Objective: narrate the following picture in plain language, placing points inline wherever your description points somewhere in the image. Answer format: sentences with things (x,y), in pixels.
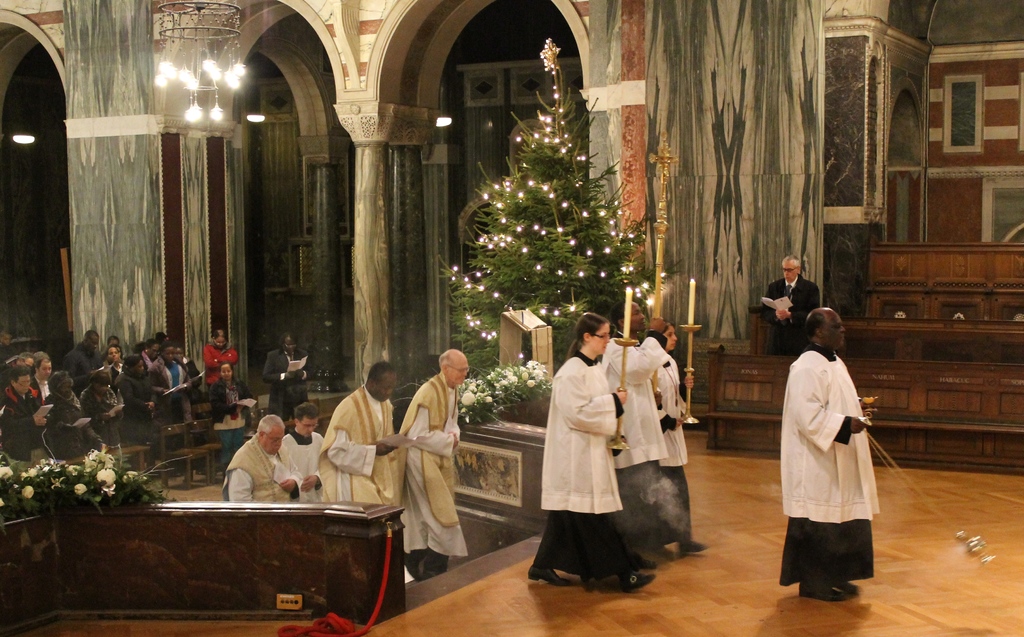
In the image we can see there are many people (153,385) standing and walking. They are wearing clothes (441,448), shoes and some of them are holding papers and other objects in their hands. Here we can see wooden surface (731,583), flowers (515,382), trees (551,224) and lights (585,215). Here we can see the pillar (731,138) and the wall (731,138).
